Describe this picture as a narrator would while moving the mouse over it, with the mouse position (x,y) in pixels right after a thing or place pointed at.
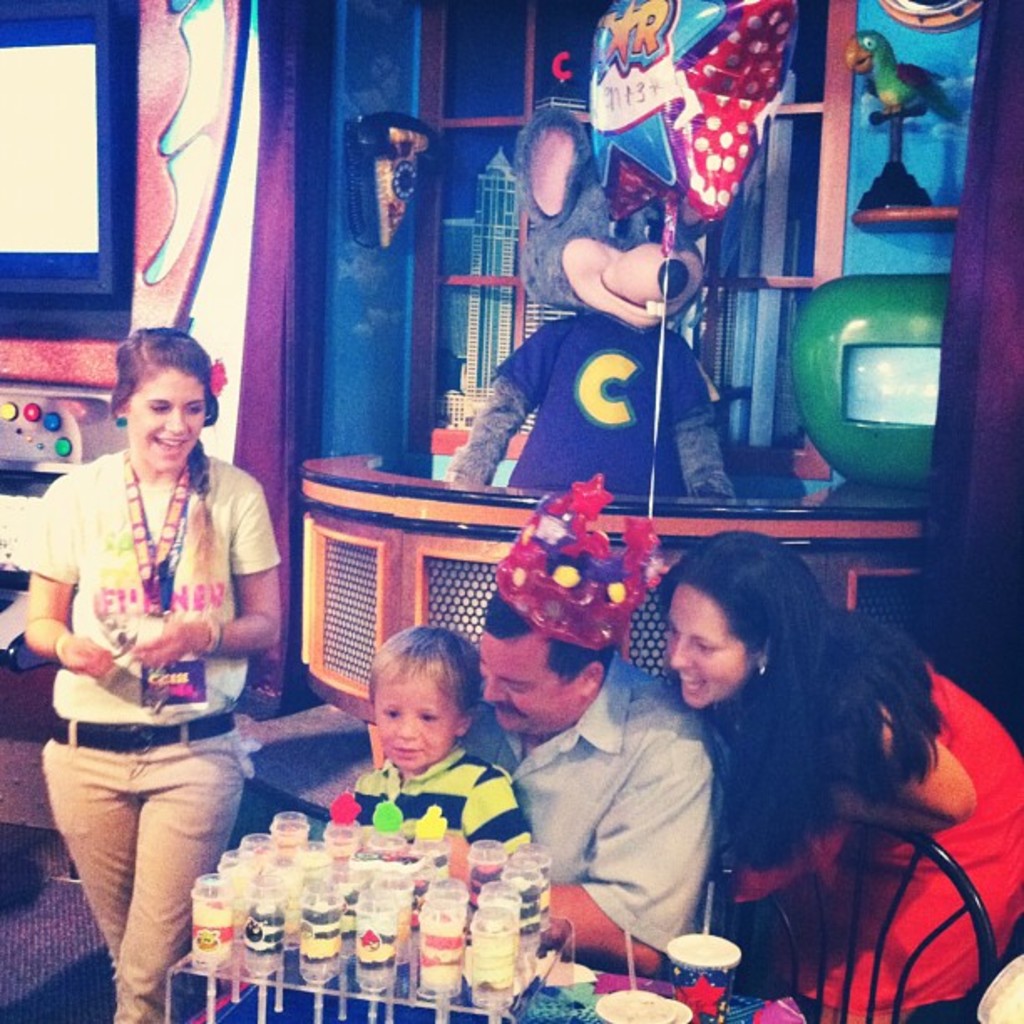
In this picture we can observe some people (500,795) sitting and standing. Two of them are women (764,693). We can observe a man (520,727) and a boy (475,792) sitting in the chair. The man (592,771) is holding a boy (407,782). There are some glasses (726,976) on the table (650,976). In the background (550,398) we can observe a Chuck E. Cheese mouse (582,343) and a window (491,213).
